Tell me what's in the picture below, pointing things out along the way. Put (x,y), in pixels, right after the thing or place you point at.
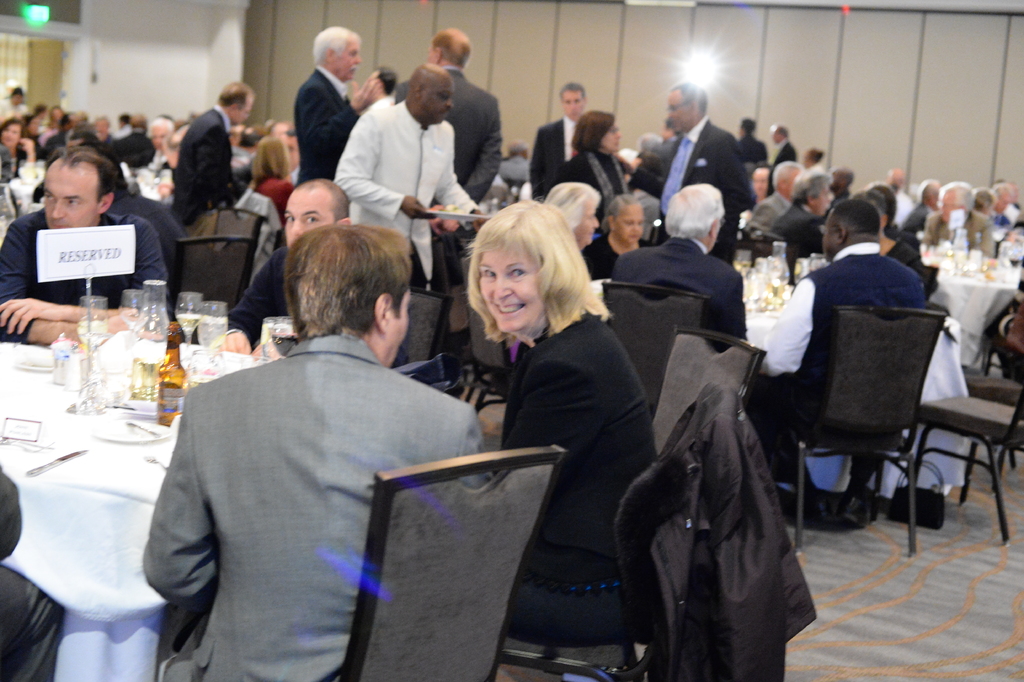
This image is taken inside a room (873,40), there were many people (371,204) in this room (204,1), few of them were standing and few of them were sitting on a chairs (390,613). At the bottom of the image (925,595) there is a floor (871,601) with mat (912,609). At the left side of the image (140,630) there is a table (134,581) with a table cloth (106,532) on it and there were few things (115,377) on it like a bottle (171,386) with wine (186,394), a glass (143,372) of water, plates (40,370), knife (36,469) and tissues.
